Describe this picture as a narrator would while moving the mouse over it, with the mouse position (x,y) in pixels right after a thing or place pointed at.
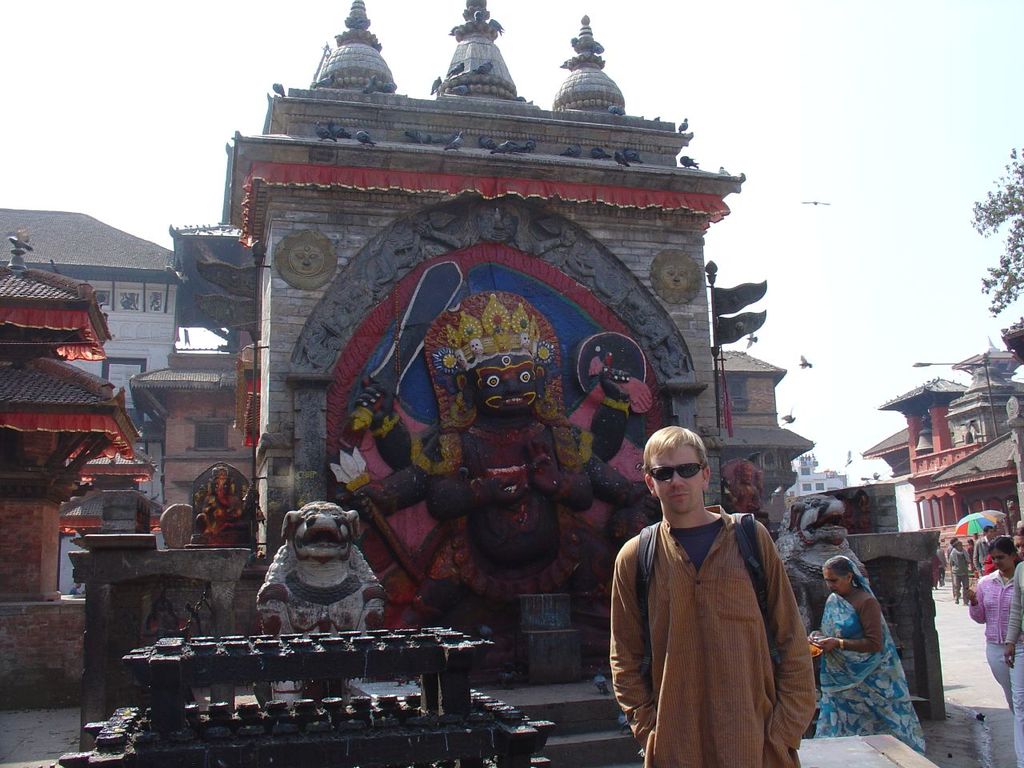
In the middle of the image (664,505) a man (739,562) is standing. Behind him there are some buildings (940,404) and temples (940,404). At the top of the image (842,243) there is sky (799,243). In the bottom right side of the image (978,584) few people (1022,741) are standing and walking and a person (983,552) is holding an umbrella (981,512).
